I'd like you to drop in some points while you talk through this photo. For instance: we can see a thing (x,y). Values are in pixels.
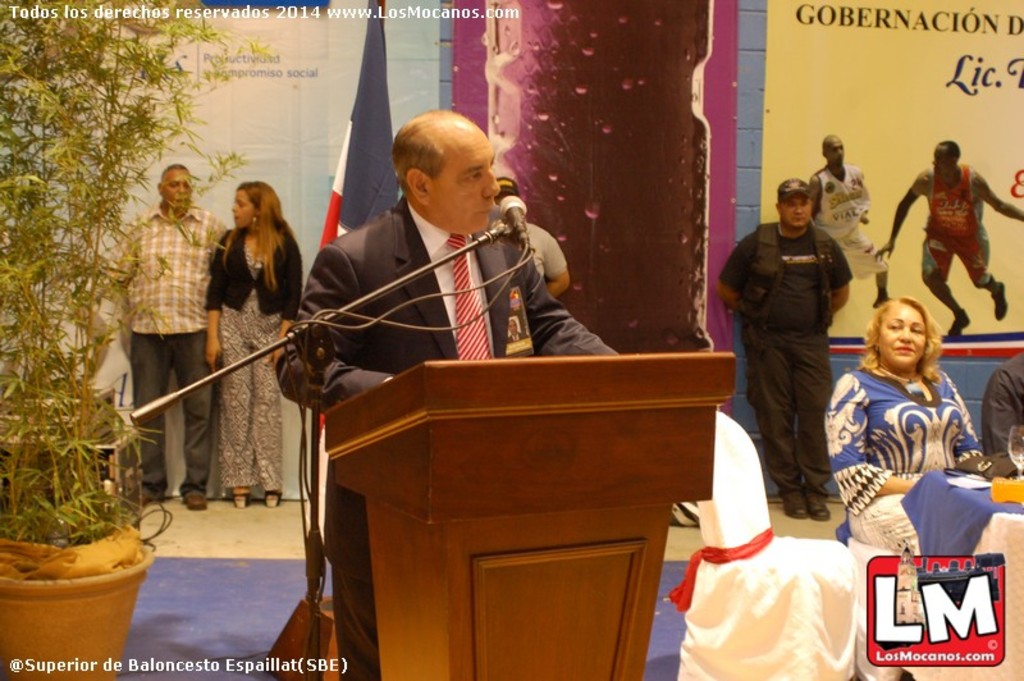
In this image we can see a man (489,291) behind the podium (527,367). In front of him there is a microphone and a stand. Behind the man (432,226) there are some people (724,281) and banners (877,61). On the left side of the image (104,286) there are plants (80,362) in pots (98,625). On the image there are watermarks (278,665). At the bottom right corner of the image (932,619) there is a logo (931,601).
